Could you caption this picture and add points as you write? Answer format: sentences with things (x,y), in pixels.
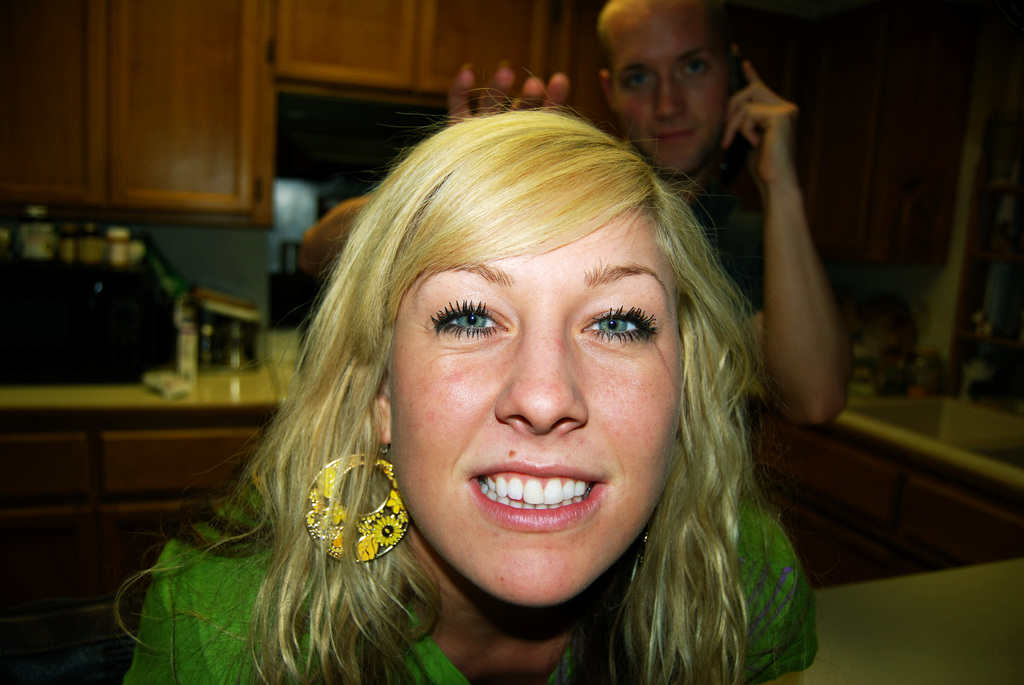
In this image, we can see a woman (671,653), she is smiling, there is a person (743,225) standing behind the woman (695,216), in the background (515,4), we can see some cupboards (256,33).
